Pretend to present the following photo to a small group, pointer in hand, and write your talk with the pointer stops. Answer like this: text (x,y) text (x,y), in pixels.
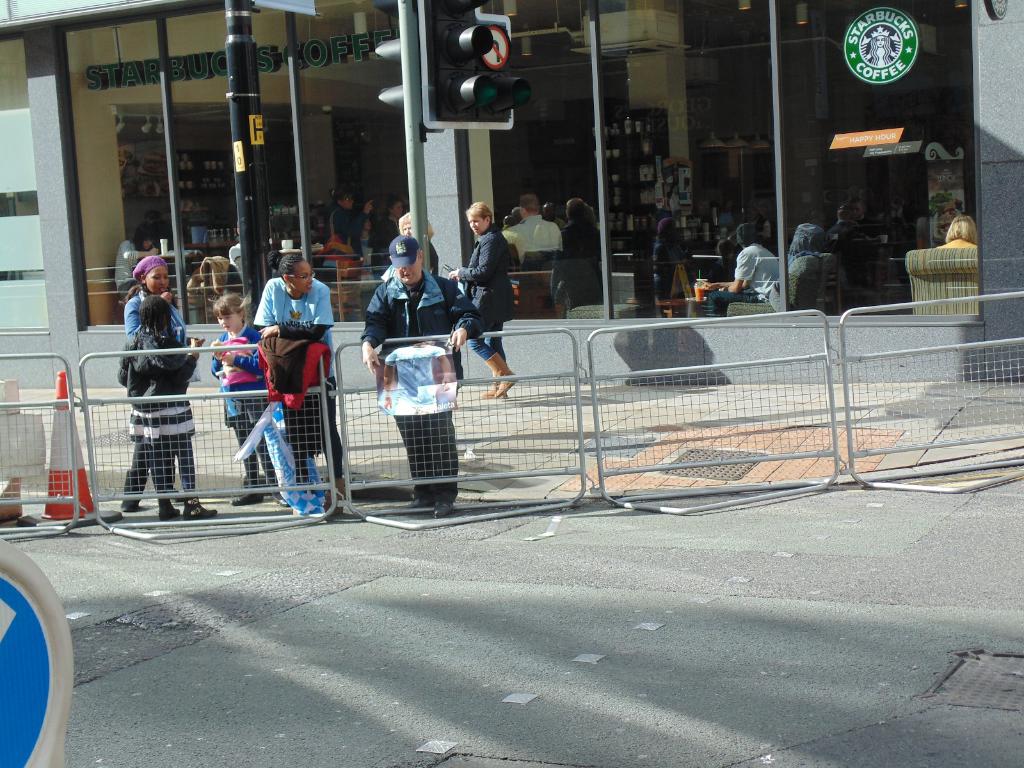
In this image I can see few people (241,407) and traffic cone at the railing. I can see two poles (417,141). In the background (353,209) I can see few more people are inside the building (527,266). To the left (40,653) I can see the blue and cream color object (23,655).
